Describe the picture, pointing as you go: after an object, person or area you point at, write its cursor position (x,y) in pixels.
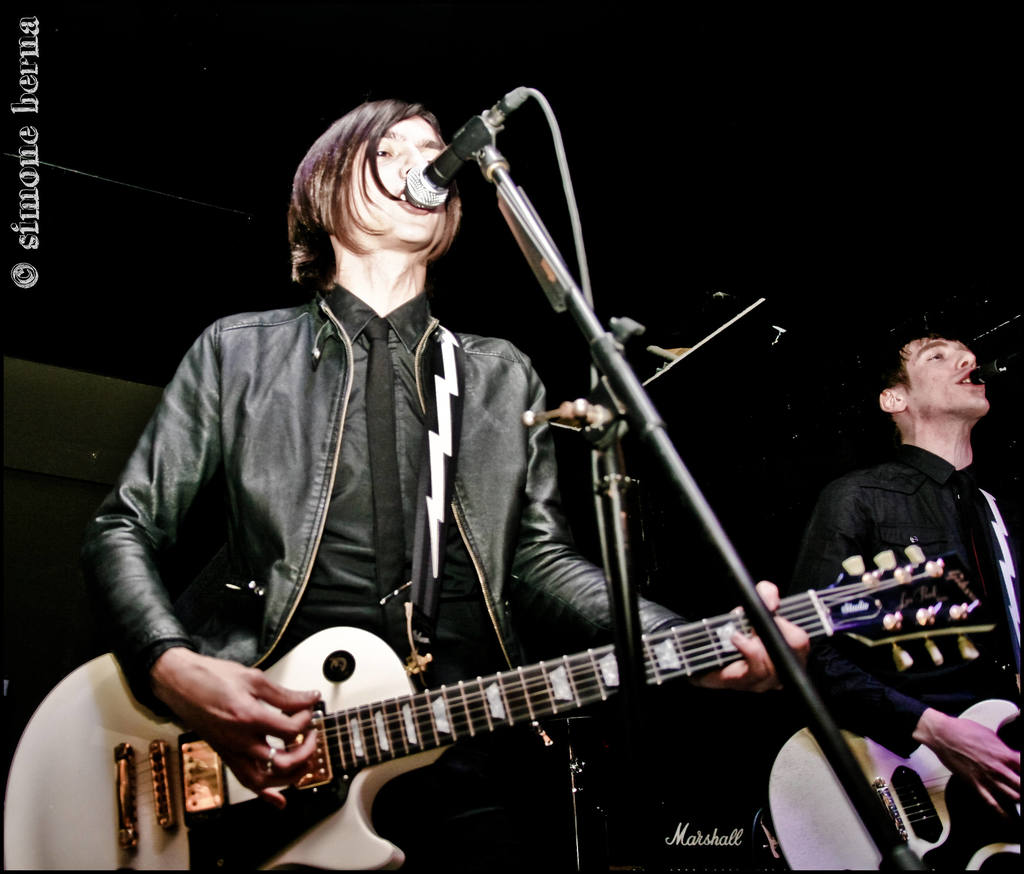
In this image there is a person (365,268) standing and playing guitar (389,715) and he is singing. At the right side of the image (924,509) there is a person (890,700) standing and playing guitar (973,825). There are microphones (433,182) in the front (426,166).
